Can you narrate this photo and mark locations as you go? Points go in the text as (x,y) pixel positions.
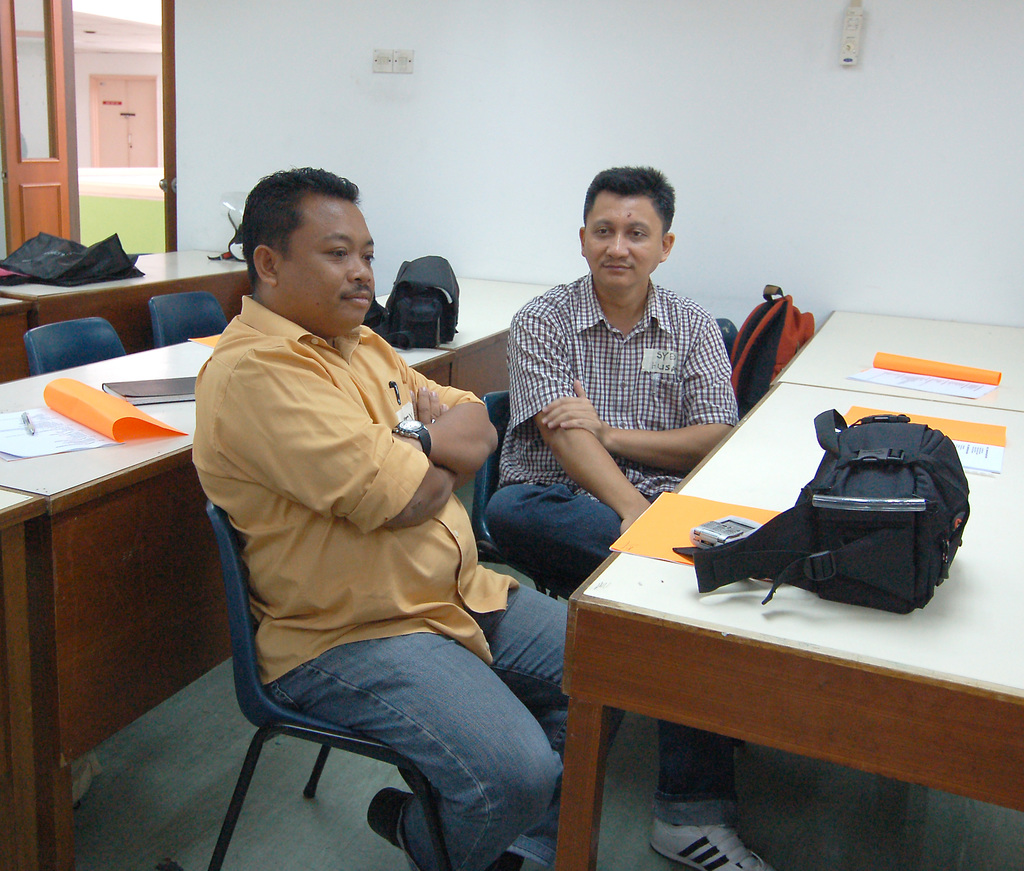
In this picture we can see two men (516,423) sitting on chairs (510,562) and in front of them on table (712,624) we have bag (893,492), papers (993,441), device (695,535) and at back of them we have tables (138,326), chair (77,320), books (171,383) on them and in the background (253,121) we can see wall (311,105), door (150,108), grass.
